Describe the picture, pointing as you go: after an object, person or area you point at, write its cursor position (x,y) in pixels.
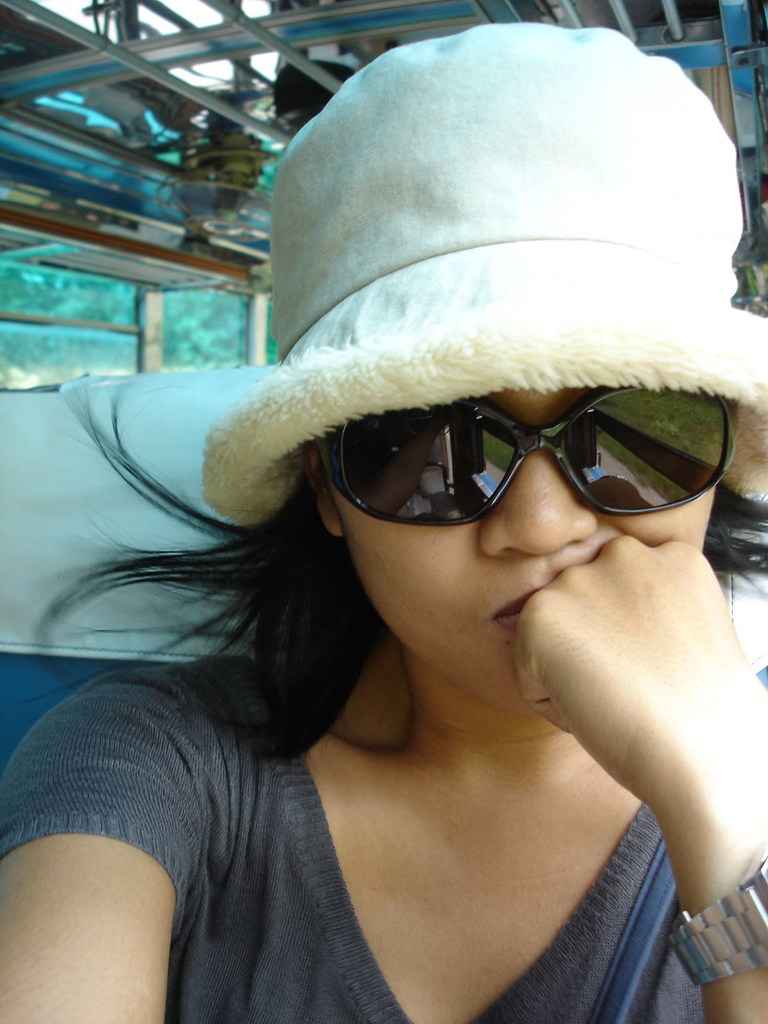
In this image we can see women (439,566) wearing spectacles (435,456) and cap (656,206). In the background (620,4) there are iron rods (218,59) and tree (187,345).
